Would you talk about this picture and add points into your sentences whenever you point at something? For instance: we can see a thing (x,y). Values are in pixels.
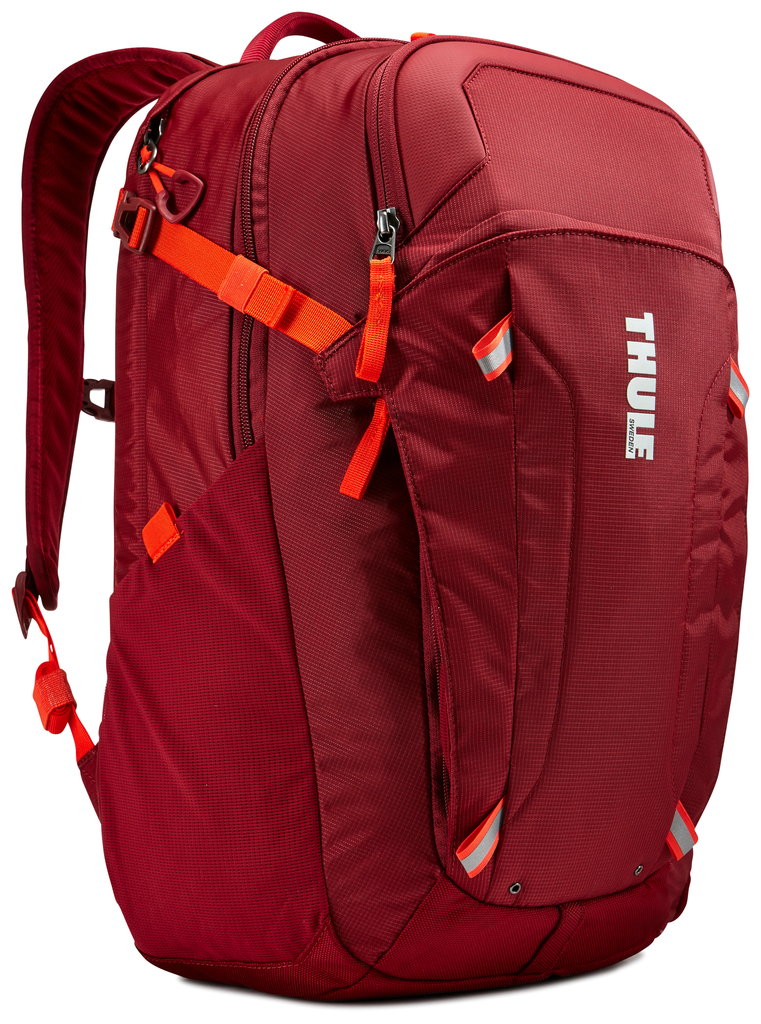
In this image there is a red backpack (433,698) with orange stripe (195,276), it has three zips (373,79).
